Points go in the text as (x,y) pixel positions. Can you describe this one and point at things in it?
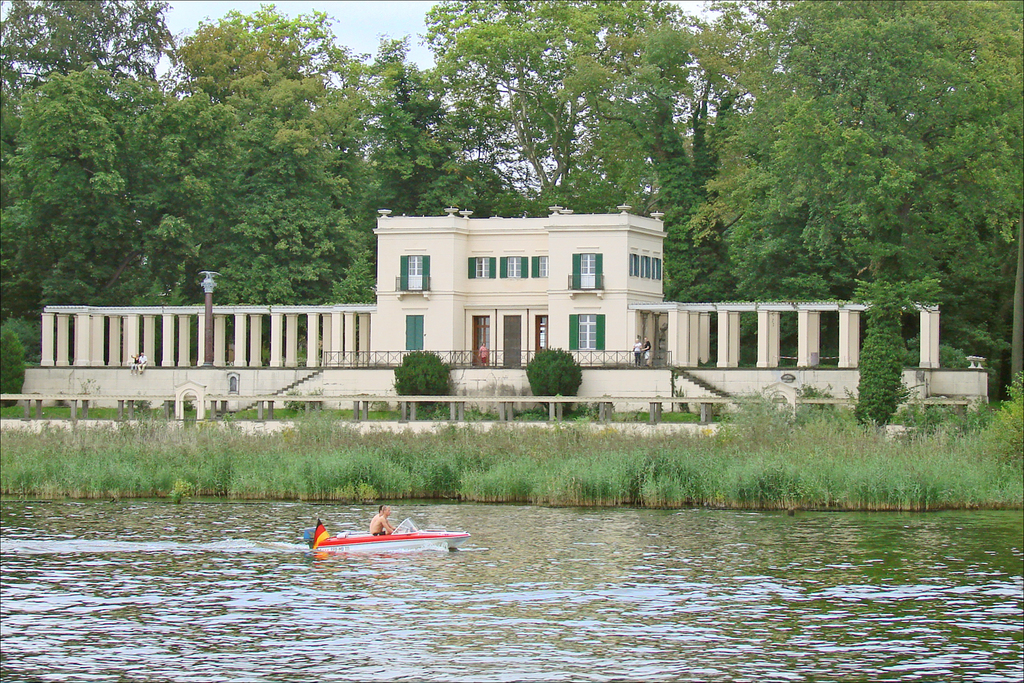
In the foreground of the image (401,529) there is a person (383,527) in the boat (356,533). At the bottom of the image (341,611) there is water (485,614). In the background of the image (454,353) there is a house (501,292), windows (545,269) and doors (504,351). There are trees (489,148), plants (876,409).
